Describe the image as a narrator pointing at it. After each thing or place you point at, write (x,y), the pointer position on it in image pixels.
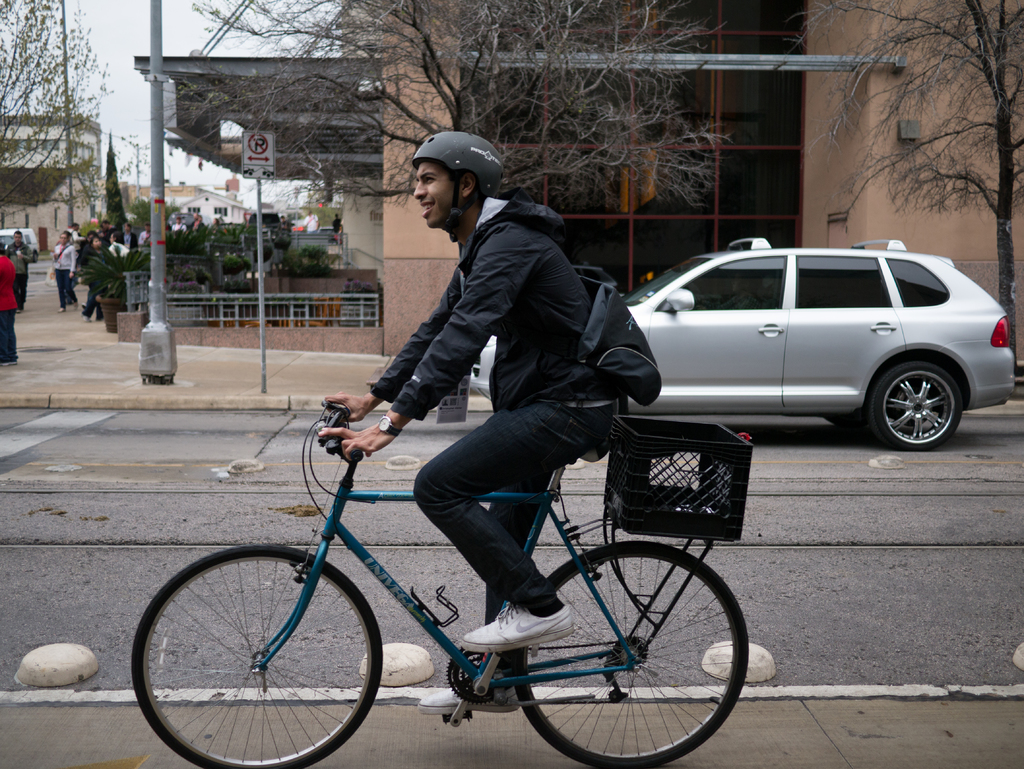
In the image we can see there is a person (510,324) who is sitting on bicycle (522,674) and on the road (769,654) there is a car (746,340) which is parked and there are people (95,235) who are standing on the road (45,274) and there are lot of trees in the area (399,107) and behind the trees (930,49) there is a building (789,115).
